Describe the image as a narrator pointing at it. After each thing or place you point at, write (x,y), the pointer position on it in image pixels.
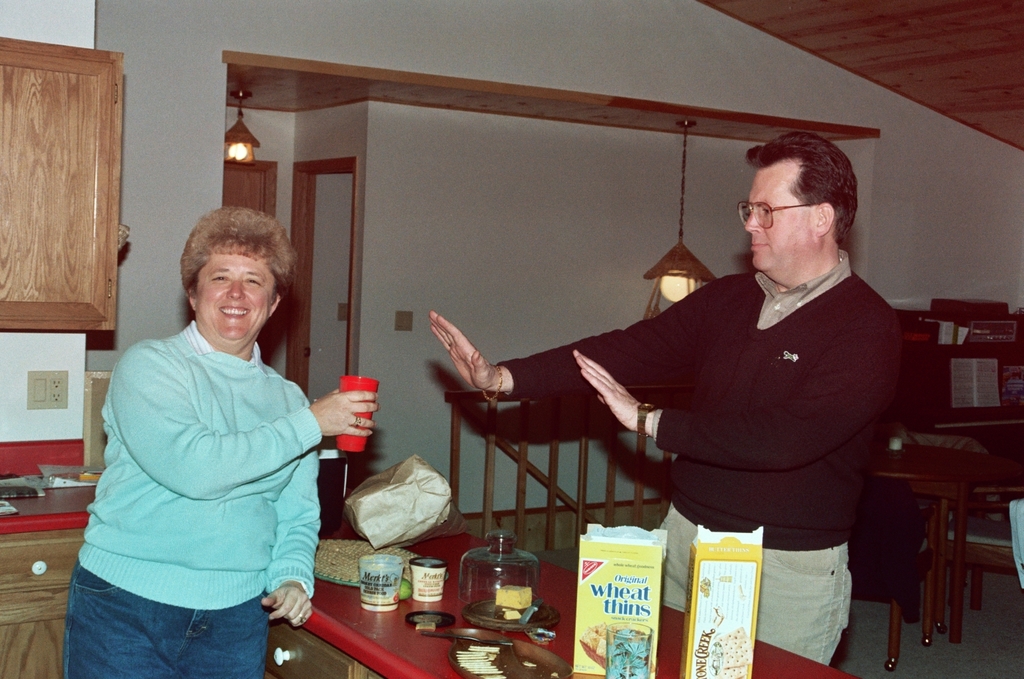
In this image, we can see two people (814,562) are standing. Here a person (228,478) is holding a glass (349,385), seeing and smiling. Here we can see few things (372,583), cupboards (17,583). Background (952,379) we can see walls (465,260), door (240,189), lights (668,296), few things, railing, table (954,456) and chair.
